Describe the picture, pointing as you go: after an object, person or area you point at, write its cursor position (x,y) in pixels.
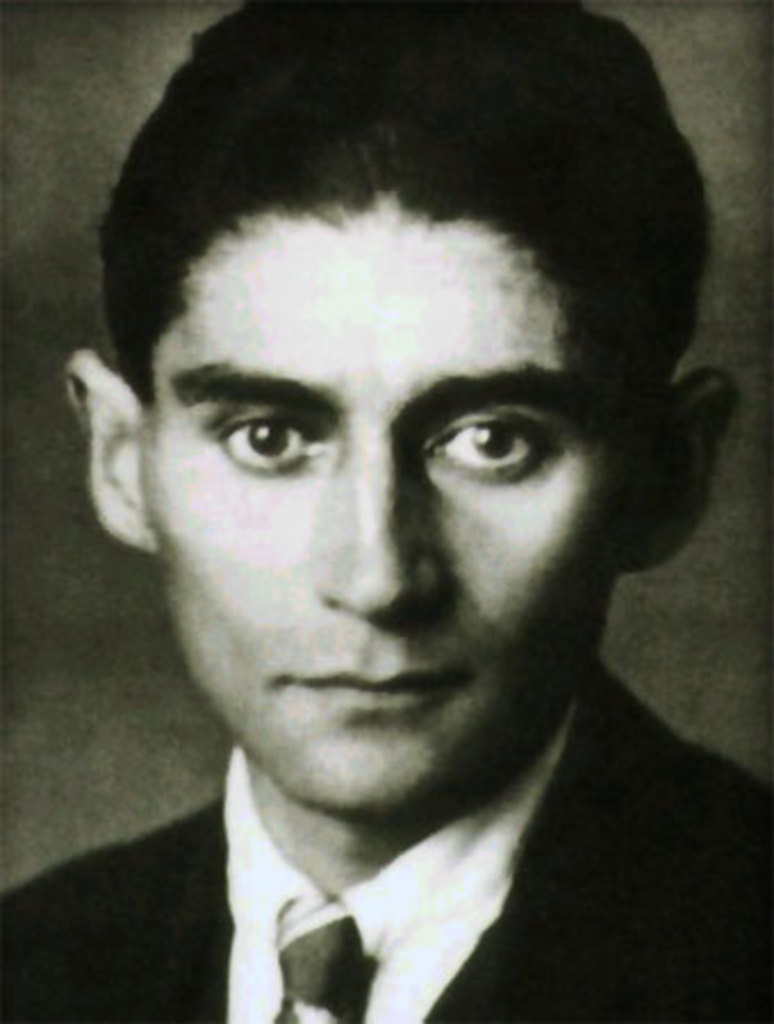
In this picture I can see a man face (407,661). The man (345,675) is wearing shirt (383,944), tie (342,967) and a coat (550,863). This picture is black and white in color.
